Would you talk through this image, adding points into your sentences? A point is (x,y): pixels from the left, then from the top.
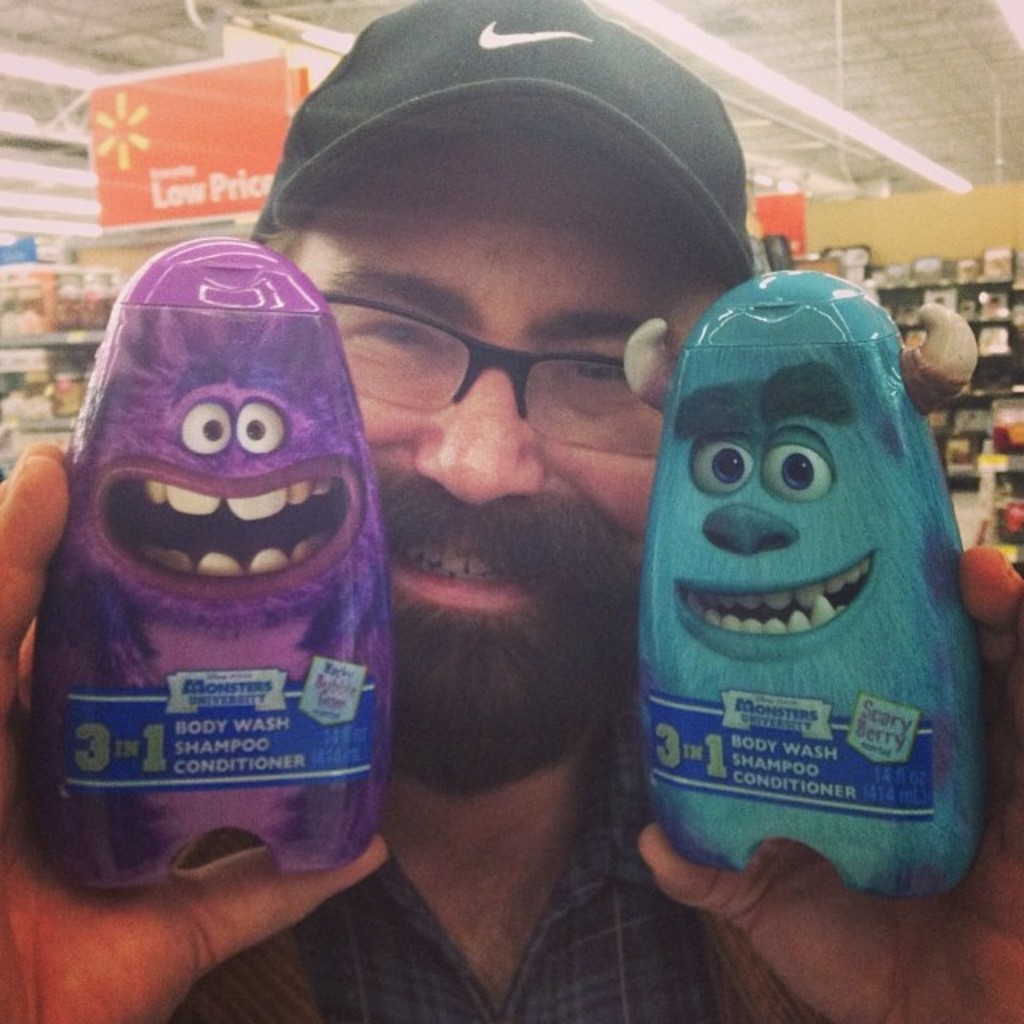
This picture looks like a shopping mall (819,62), in this image we can see a person (399,612) holding the objects (693,753), in the background (854,265), we can see the shelves (45,336) with some objects (57,311) on it, at the top of the roof (81,192) we can see some poles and lights (57,230), also we can see some boards (250,125) with text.
